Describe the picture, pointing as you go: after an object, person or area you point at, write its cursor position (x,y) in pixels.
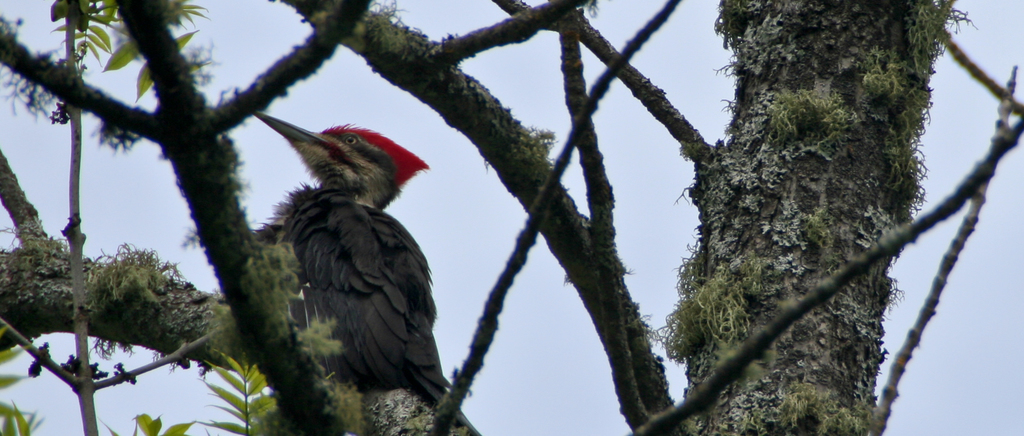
In this picture I can see branches (514,25) and leaves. I can see a bird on the branch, and in the background (104,432) there is the sky (370,113).
